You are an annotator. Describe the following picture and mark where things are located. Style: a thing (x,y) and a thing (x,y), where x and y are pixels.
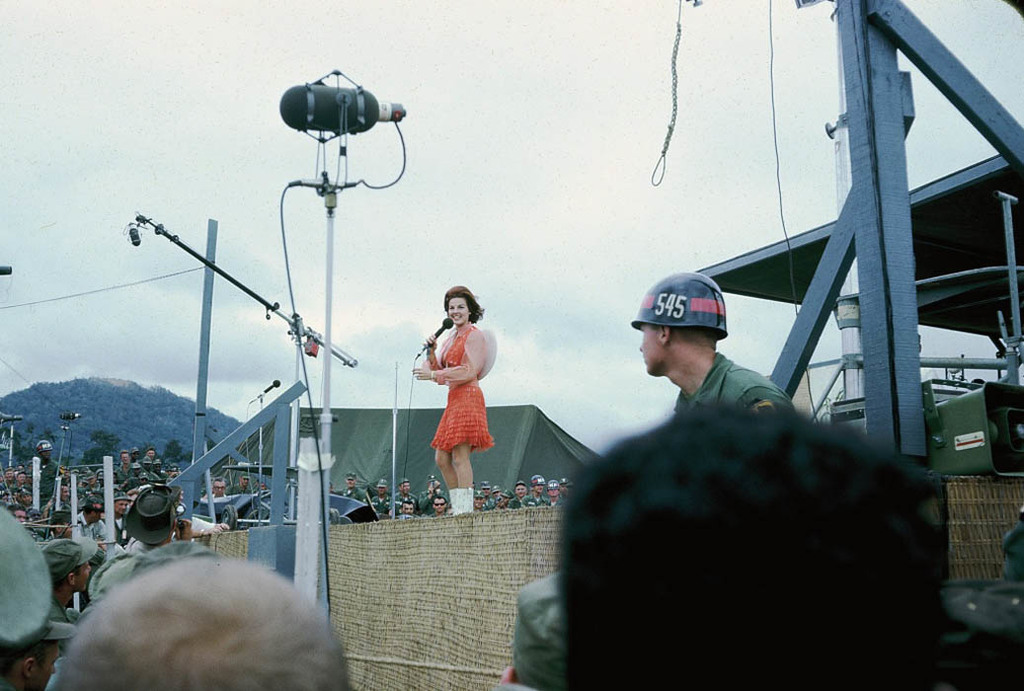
In this image we can see one lady (474,442) is standing by holding mic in her hand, on the stage (429,544). Around her so many army people (211,639) are sitting. Background of the image (63,397) mountain (105,415) full of trees (148,415) are there and one tent (558,450) is present. In the middle of the image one pole (330,211) with a mic (338,108) is there.
